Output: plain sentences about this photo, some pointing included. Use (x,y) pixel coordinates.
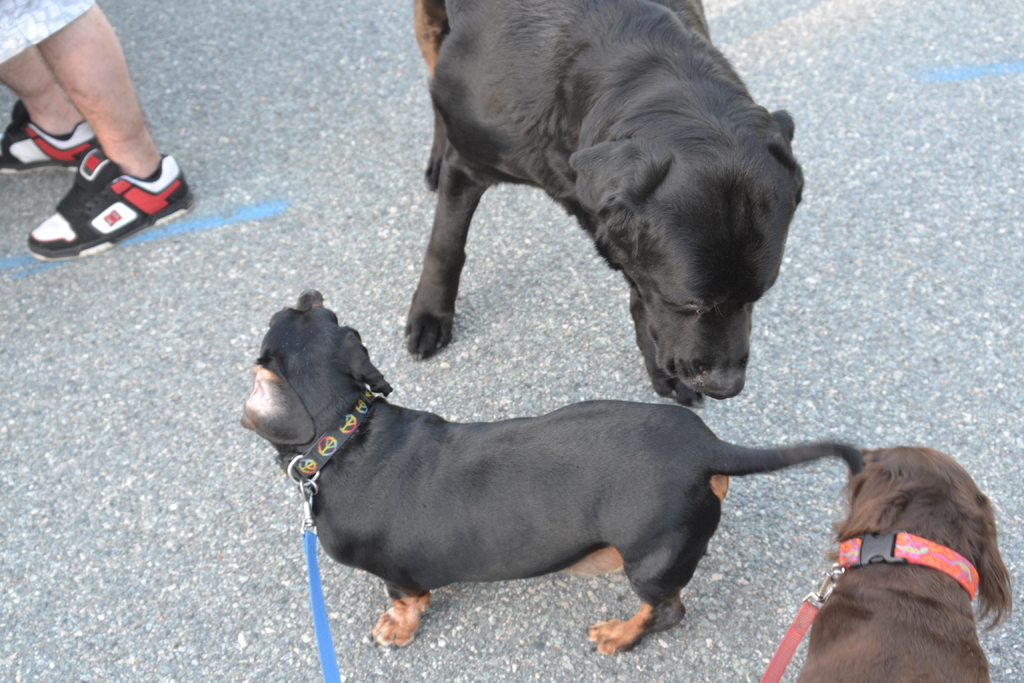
In this image I can see three dogs (687,255) are standing. I can also see two dogs (502,490) are wearing neck belts (919,538). I can also see two leash (792,646) are connected with belts (333,435). On the top left side of this image (27,96) I can see legs (57,47) of a person (40,41) and I can see this person (76,180) is wearing black and white colour shoes (73,186).
